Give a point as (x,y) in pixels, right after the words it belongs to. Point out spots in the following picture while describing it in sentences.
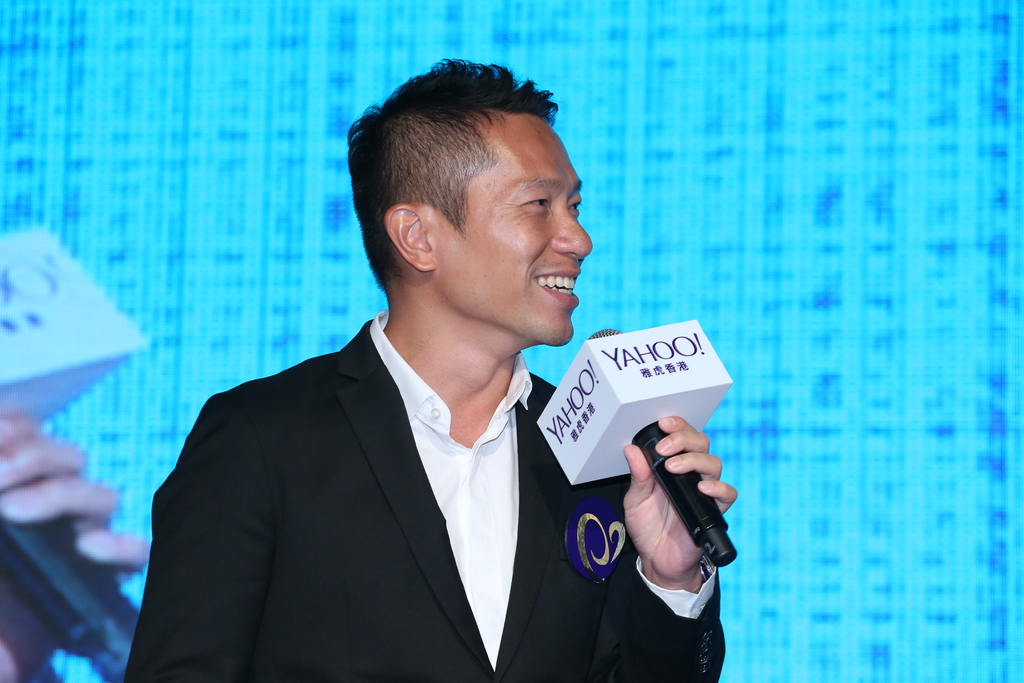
In this image, we can see a person (504,459) is holding a microphone (651,443) and smiling. Background (231,0) we can see the screen (989,48). Here we can see human fingers (141,545), black and white colour objects (58,558).
